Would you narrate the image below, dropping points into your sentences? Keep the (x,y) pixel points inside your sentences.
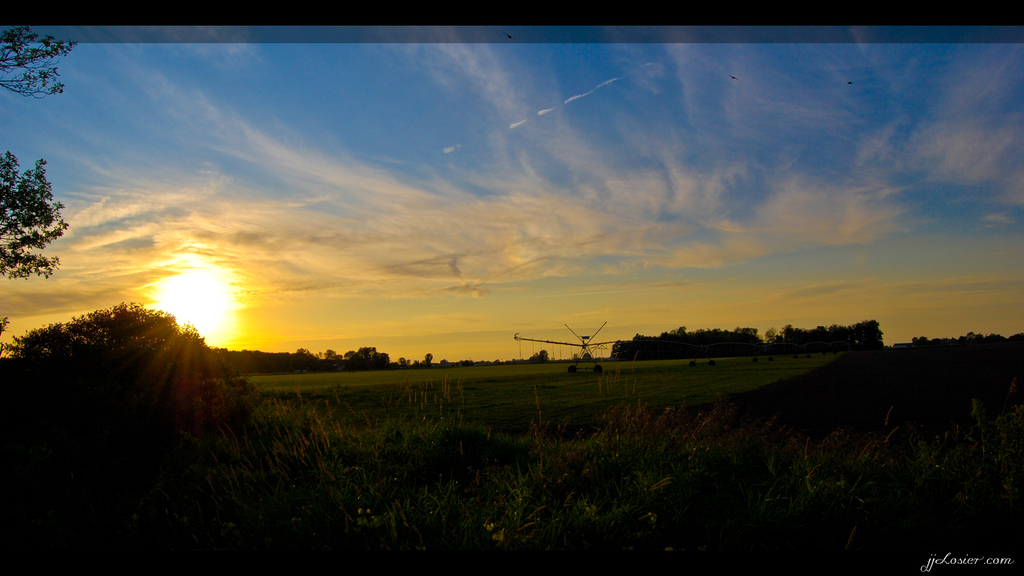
In this image in the middle (495,365), there are trees (79,365), plants (410,418), grass (466,416). At the bottom (973,564) there is text (961,567). At the top (557,192) there are sun (220,288), sky (481,197) and clouds (539,227).
